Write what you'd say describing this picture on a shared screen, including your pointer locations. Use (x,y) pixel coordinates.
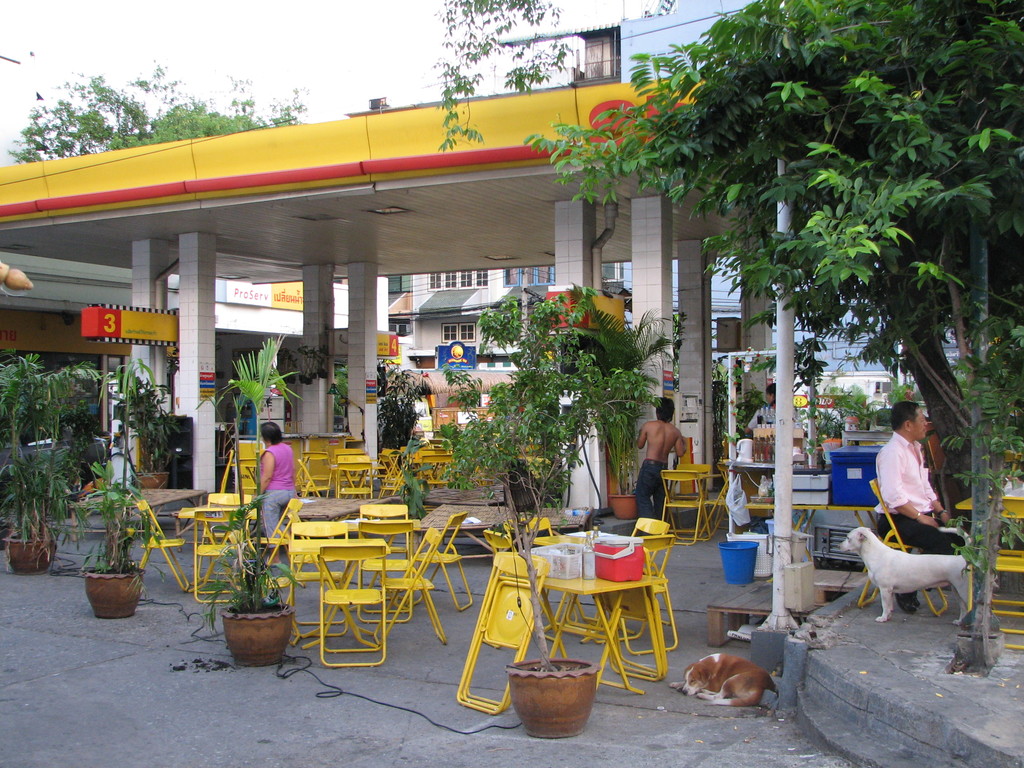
In this picture there is a woman (288,475) who is wearing pink shirt (288,488), trouser (281,502) and standing near to the table (470,527) and chairs (410,542). On the right (890,485) there is a man (938,511) who is sitting on the chair (886,537), beside him there is a white dog (903,568) who is standing near to the pole (790,446). In the background (38,326) we can see the buildings (848,369), shops (38,326), boards (143,338), advertisement board (143,318) and other objects (511,380). At the top (315,23) there is a sky (287,28).
